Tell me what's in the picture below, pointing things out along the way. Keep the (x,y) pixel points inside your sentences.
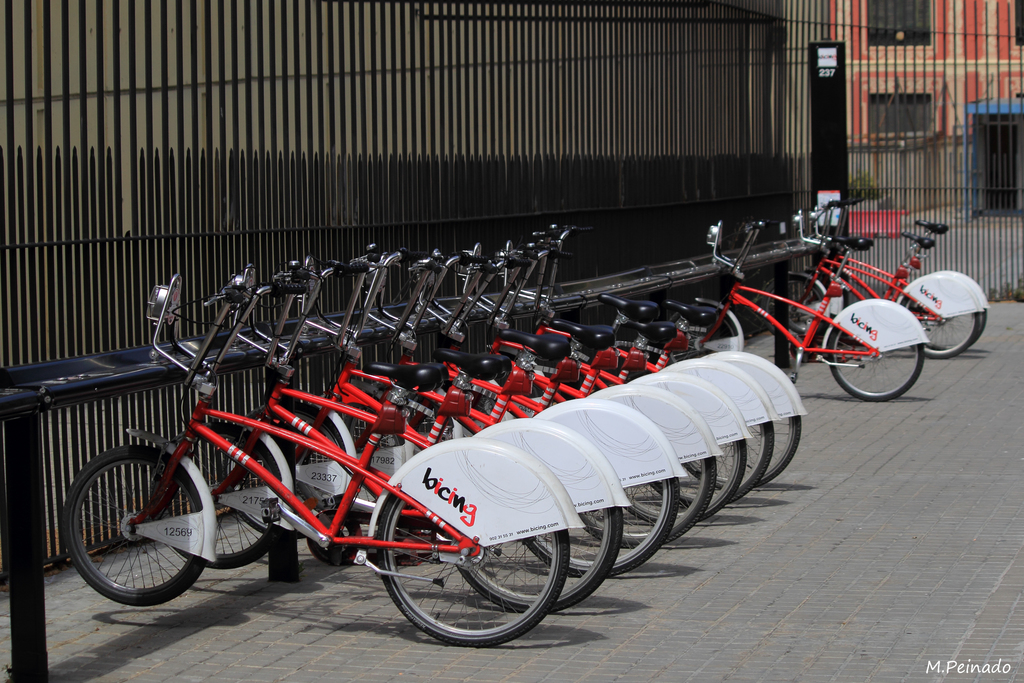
In this image we can see red color bicycles (576,415) are parked, behind it black color grille (593,142) and building (927,60) is present.
